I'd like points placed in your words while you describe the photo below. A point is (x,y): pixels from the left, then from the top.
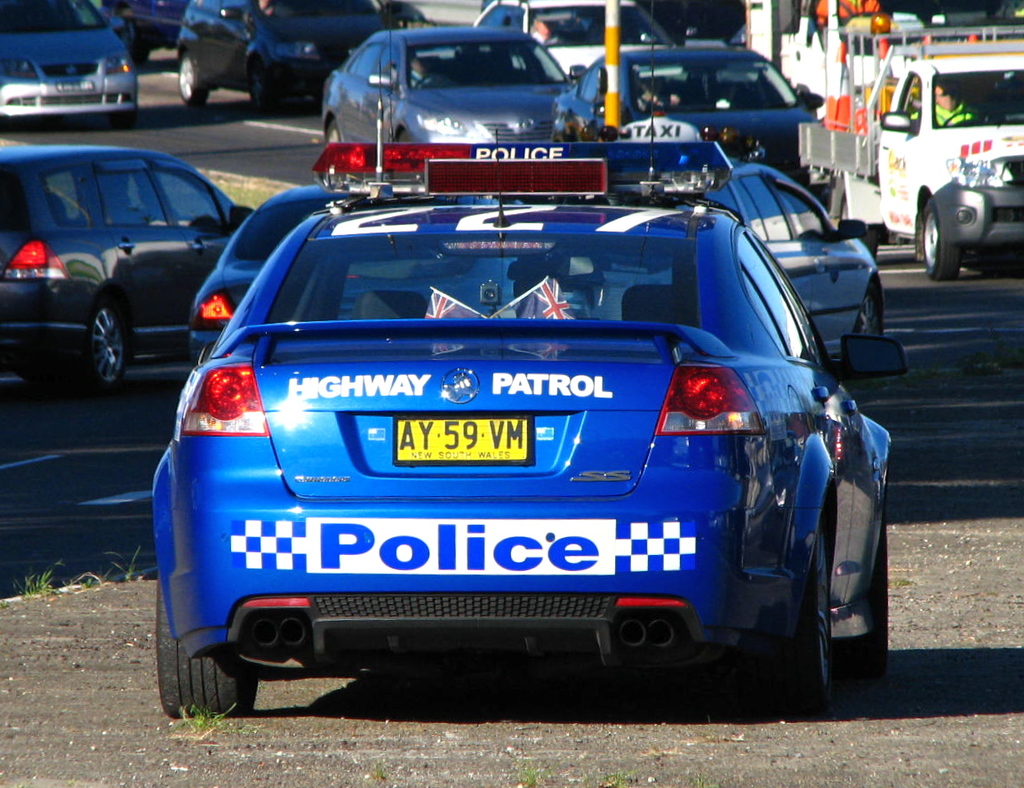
This picture is taken from outside of the city. In this image, in the middle (535,311), we can see a car (717,377) which is in blue color is placed on the ground (840,717). In the background (949,181), we can see some cars (790,130). In the cars (527,89), we can see a few people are riding it. In the background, we can see a pole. At the bottom (894,648), we can see a ground (75,686) and a grass (204,726).
